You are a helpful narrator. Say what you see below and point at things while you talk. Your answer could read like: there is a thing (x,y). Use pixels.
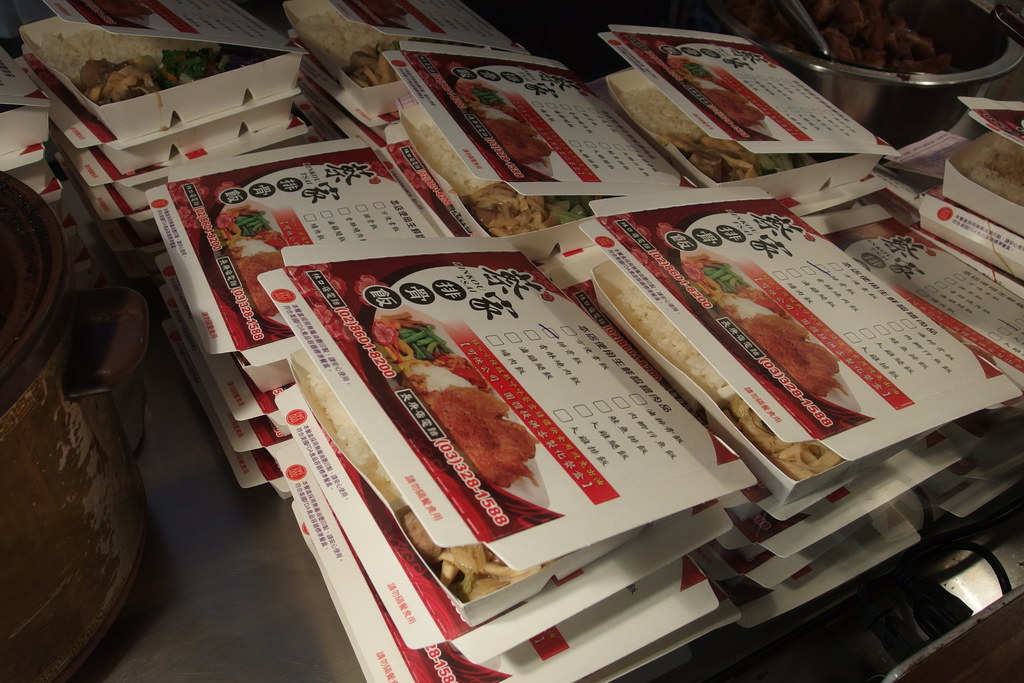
In the center of the image (519,300) a boxes (452,276) of food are present. On the left side of the image (79,369) a container (82,403) is there. At the top right corner (779,59) a vessel (915,76) is present. At the bottom of the image (189,641) countertop (189,641) is there.
